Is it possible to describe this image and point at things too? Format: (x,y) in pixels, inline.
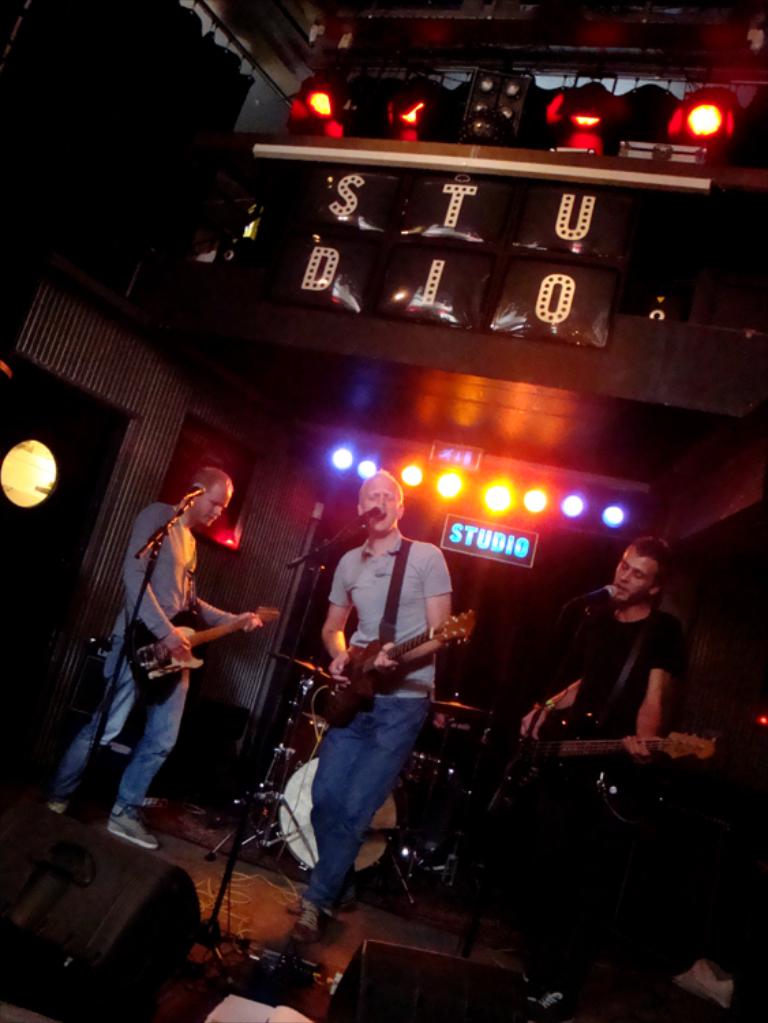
This image is clicked in a concert. There are three men (418,567) in this image. In the middle (391,653), the man (378,606) is singing and playing guitar (395,671). To the right (638,707), the man (622,640) is singing and playing guitar (509,782). At the top (471,114), there are lights (594,137). In the background (566,505), there are lights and a band setup (446,731). At the bottom (115,863) there are speakers (157,967).
